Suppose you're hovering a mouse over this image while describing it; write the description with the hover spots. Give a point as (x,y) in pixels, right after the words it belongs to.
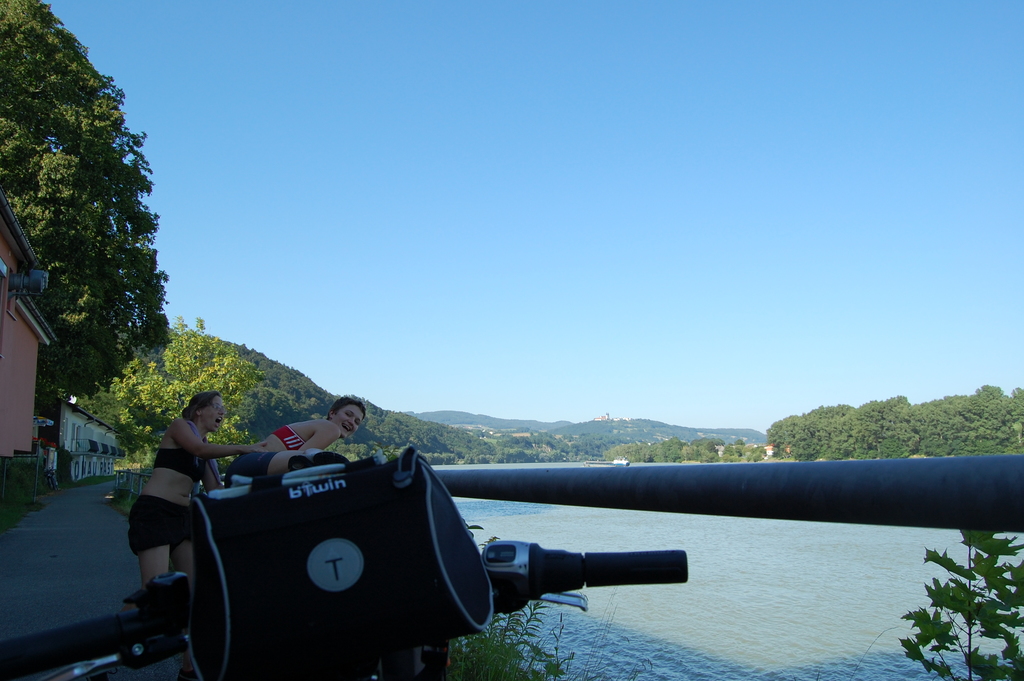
In this image I can see a bicycle (136,627) and a black colored bag (328,572) on it. I can see two women (165,476) wearing red and black colored dresses (192,471), the railing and few buildings (71,409). In the background (695,520) I can see the water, few trees (60,373), a mountain (374,419) and the sky (457,326).
